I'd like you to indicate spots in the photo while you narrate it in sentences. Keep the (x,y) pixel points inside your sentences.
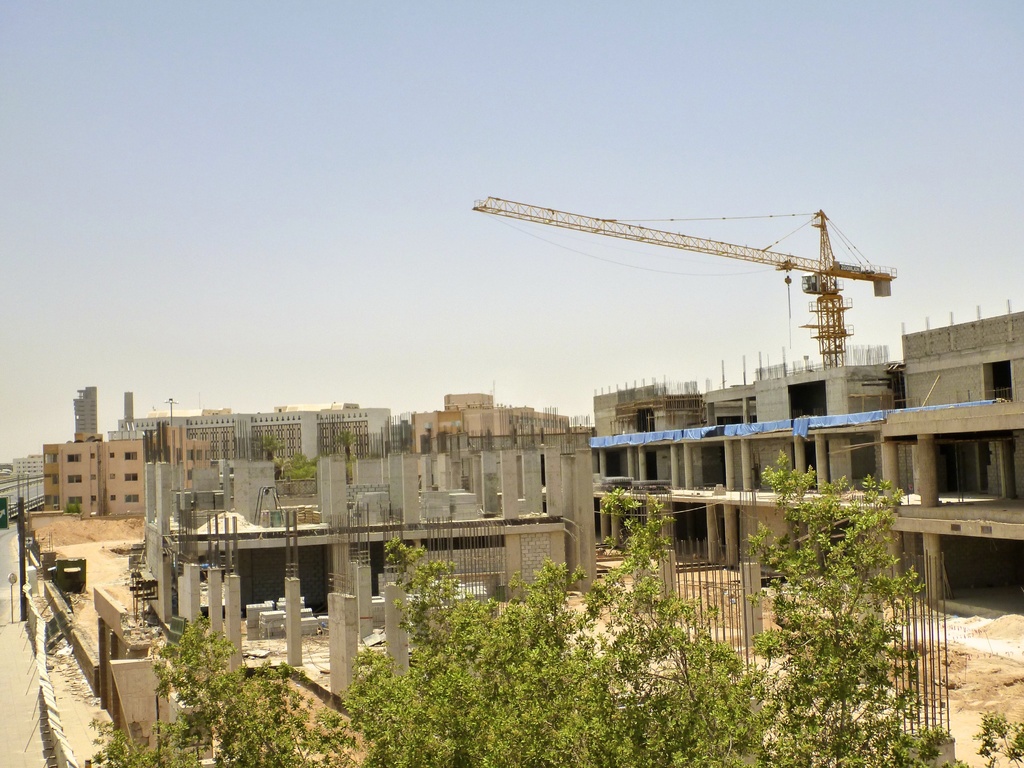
In this image in front (585,659) there are trees (396,553). There is sand (326,642). There are pillars (339,588). On the left side of the image (4,557) there is a road (16,561). In the background of the image (711,422) there are buildings (624,419). There is a crane (848,331) and there is sky (373,154).
